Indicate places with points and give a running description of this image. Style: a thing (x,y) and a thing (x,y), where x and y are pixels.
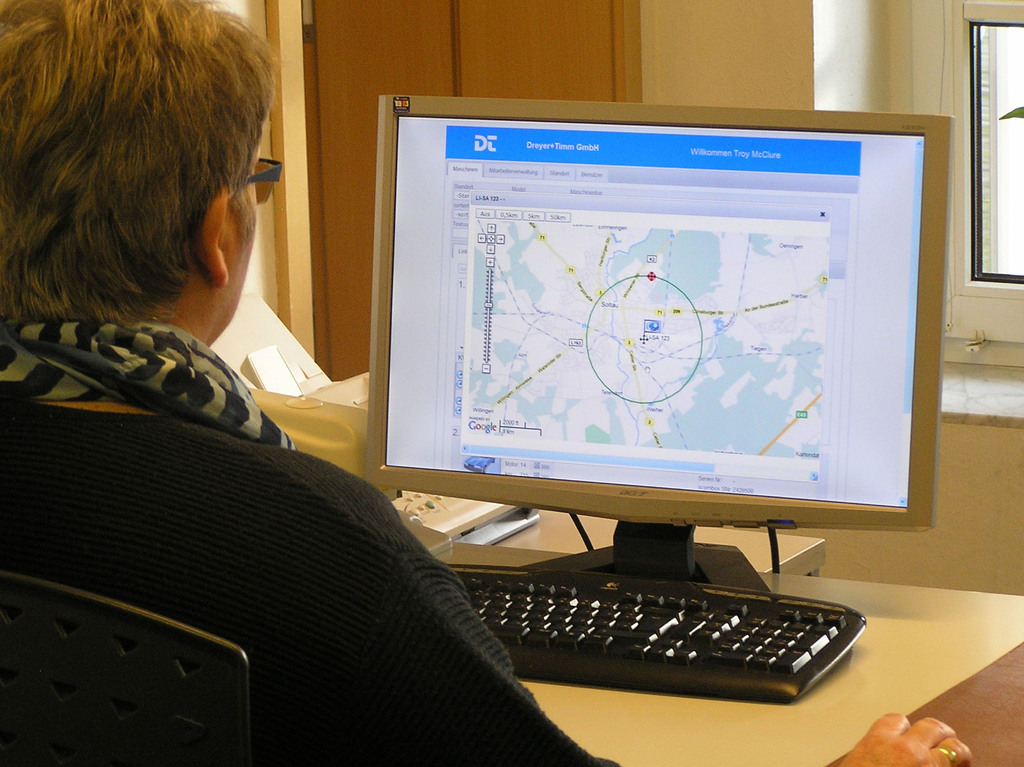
In this image the person (173,462) is operating the computer (685,446) behind the computer (500,320) windows (1016,198) and one door (548,76) is there.
